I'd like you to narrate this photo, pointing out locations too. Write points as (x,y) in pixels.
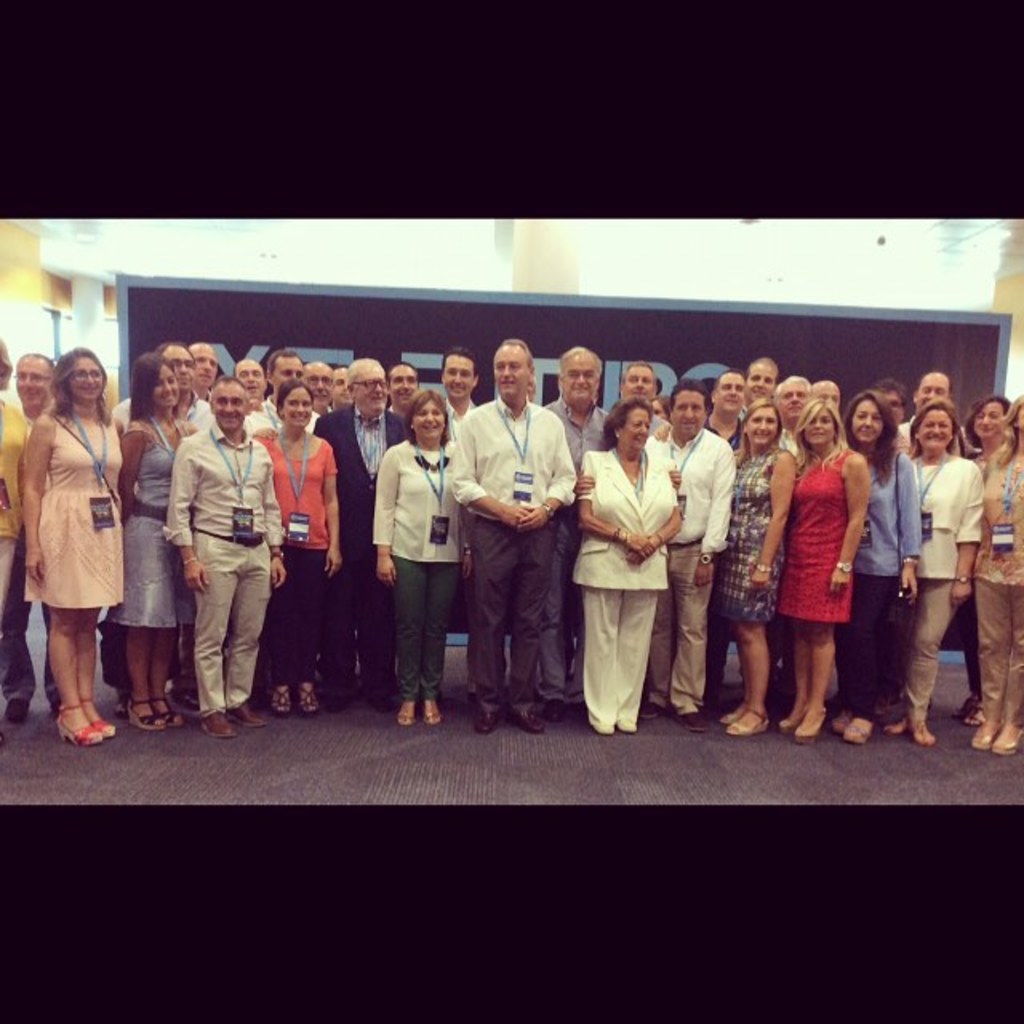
In this image we can see a group of people (549,458) standing and few people (386,515) wearing the identity cards (514,487). There is some text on the board (463,328) in the image.
